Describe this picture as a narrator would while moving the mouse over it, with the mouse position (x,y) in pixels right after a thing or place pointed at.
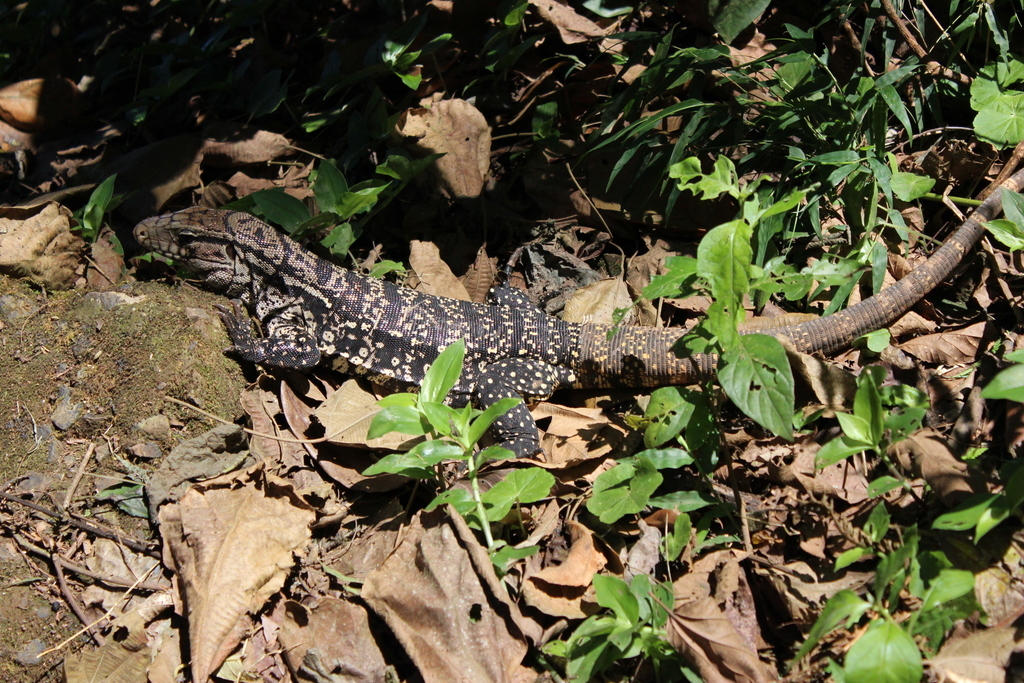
In this picture we can see a reptile (874,309), leaves (684,423) and a few things (207,317).
